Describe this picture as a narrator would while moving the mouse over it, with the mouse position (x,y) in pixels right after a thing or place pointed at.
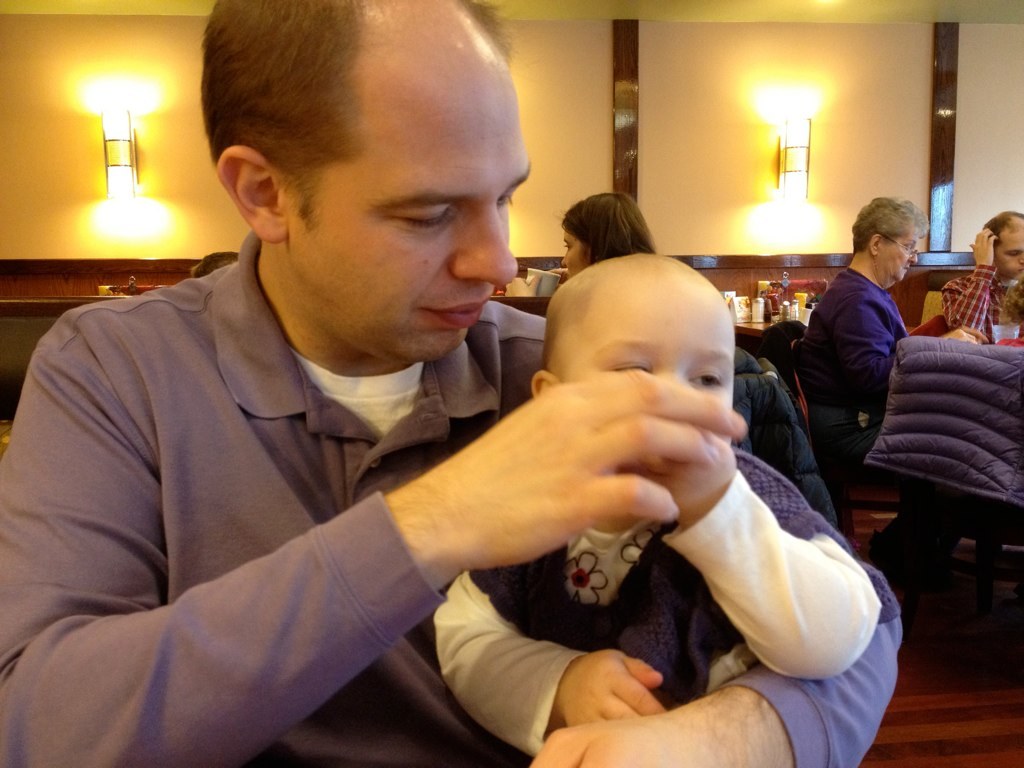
The image is taken in a restaurant (45,99) or a building (183,123). In the foreground of the picture (194,497) there is a man (194,639) holding a baby (648,585). On the right (894,302), there are people (860,331) sitting in chairs (804,401). In the background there are tables (765,322) and chairs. In the background (107,147) there are lights (794,143) to the wall (717,99). There are many objects (779,297) on the table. Behind the man (501,434) there is a woman (573,263) holding a cup (552,282). The floor (927,671) is made of wood (947,719).
